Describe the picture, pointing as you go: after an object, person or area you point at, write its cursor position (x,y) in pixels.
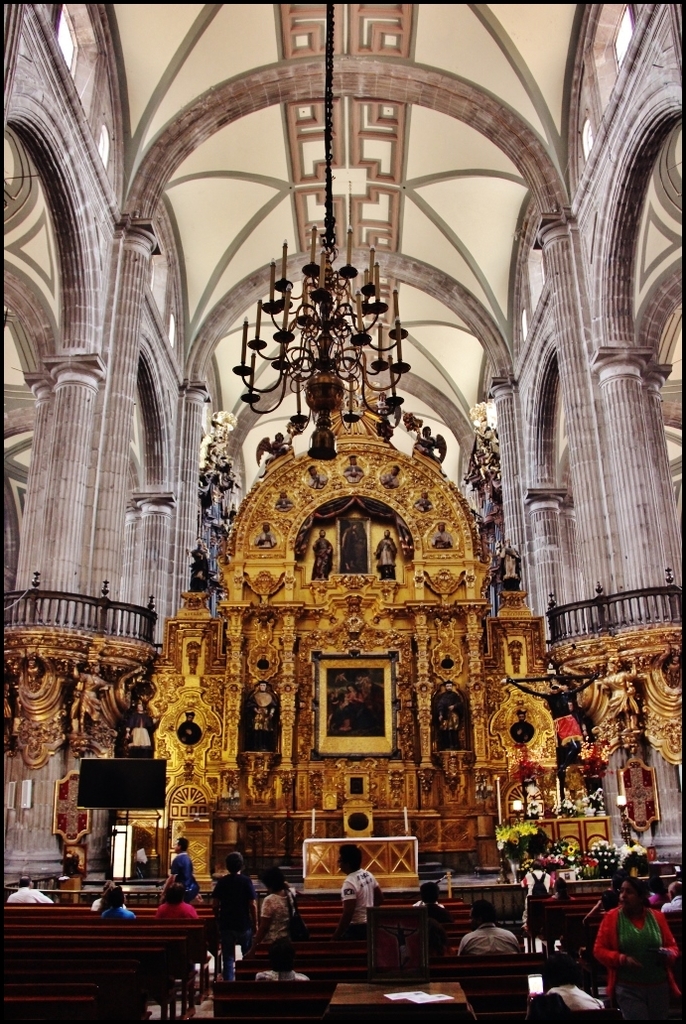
This picture is an inside view of a building (474,386). In the center of the image (375,668) we can see some boards (369,658), stands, candles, screen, railing (45,596). At the top of the image (352,259) we can see chandelier (343,269), roof (353,165), pillars (102,441), wall (544,385). At the bottom of the image (336,921) we can see some persons (375,899), benches (449,953), floor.
